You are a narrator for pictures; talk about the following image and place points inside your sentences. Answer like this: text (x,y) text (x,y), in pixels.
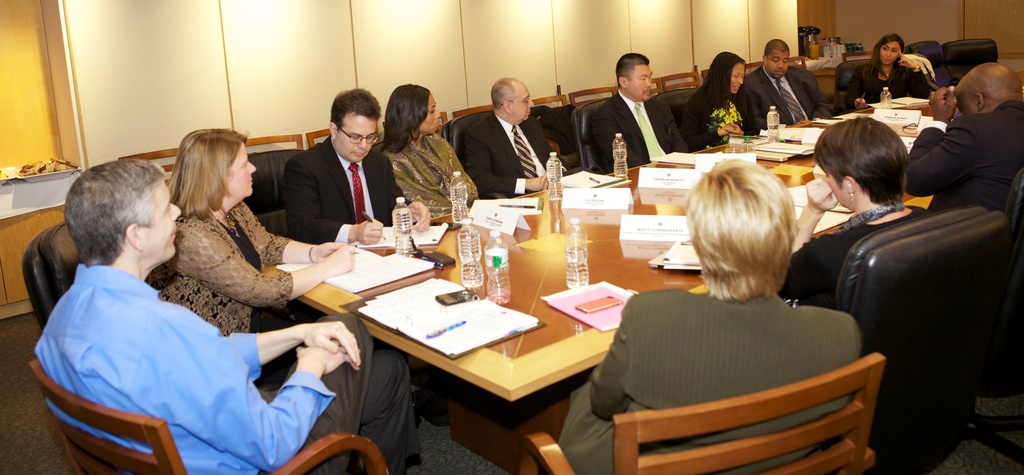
There are people (454,154) sitting around the table (526,309). There is a chair (373,462). There is a bottle (478,233) on the table (530,284). The man (359,229) with the red tie (362,216) is writing on the notes (382,245). There are books (779,149) on the table (771,162). There is a mobile (592,303) placed on the table (576,326).
